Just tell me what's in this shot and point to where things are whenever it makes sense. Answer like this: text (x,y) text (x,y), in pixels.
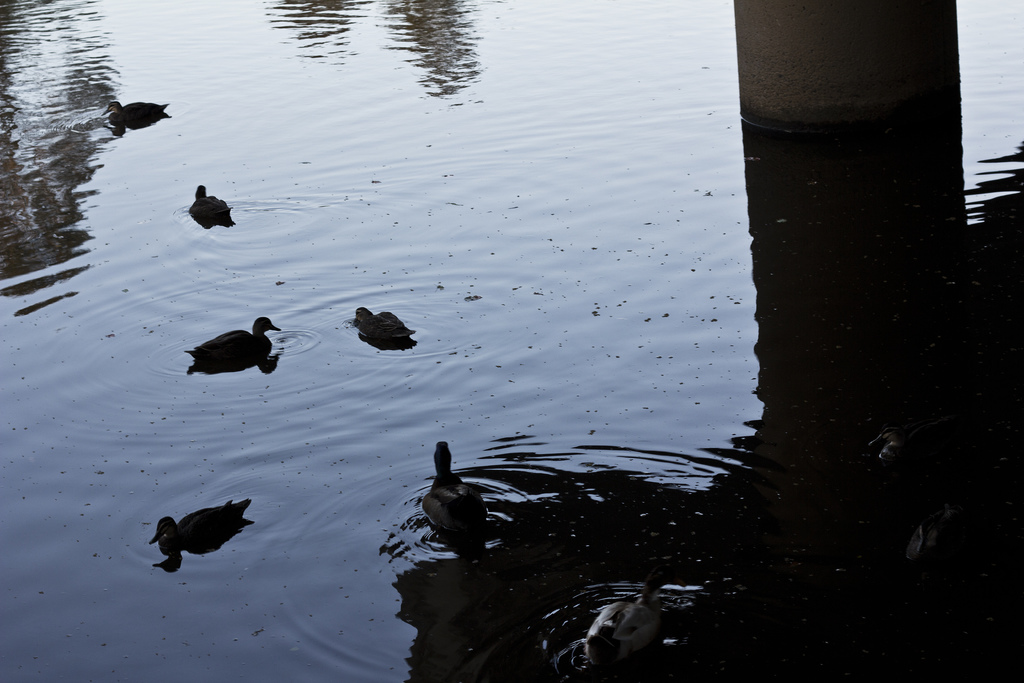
As we can see in the image there is water (563,261) and ducks (270,341). The image is little dark.
